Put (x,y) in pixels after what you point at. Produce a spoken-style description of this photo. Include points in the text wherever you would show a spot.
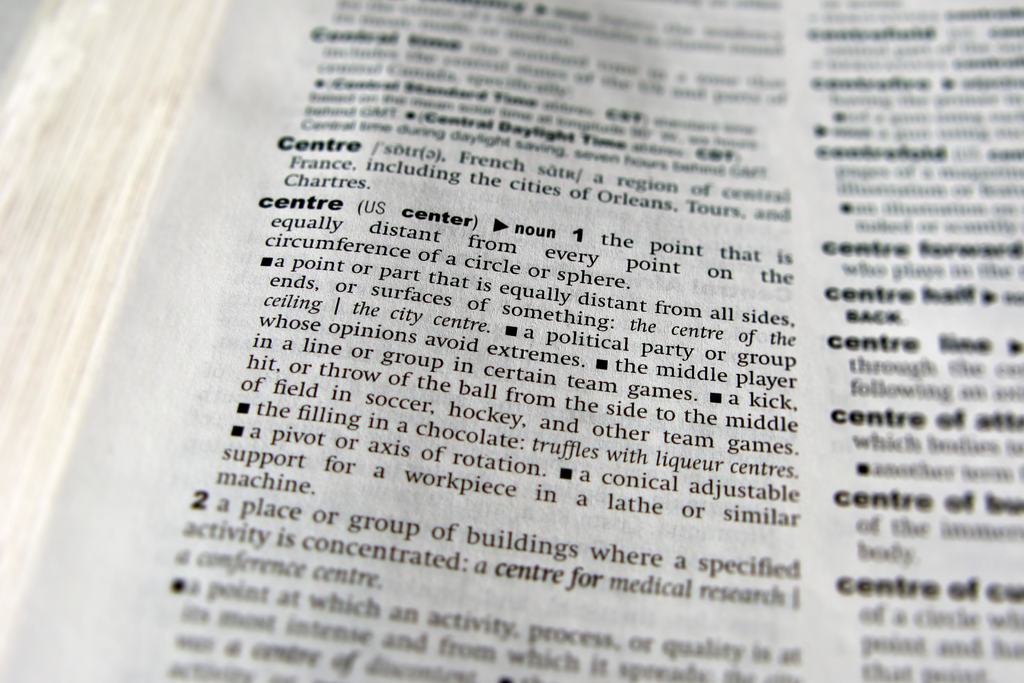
In this image we can see a picture of a paper (440,392) which is in book (347,482) and there is some text (558,353).
